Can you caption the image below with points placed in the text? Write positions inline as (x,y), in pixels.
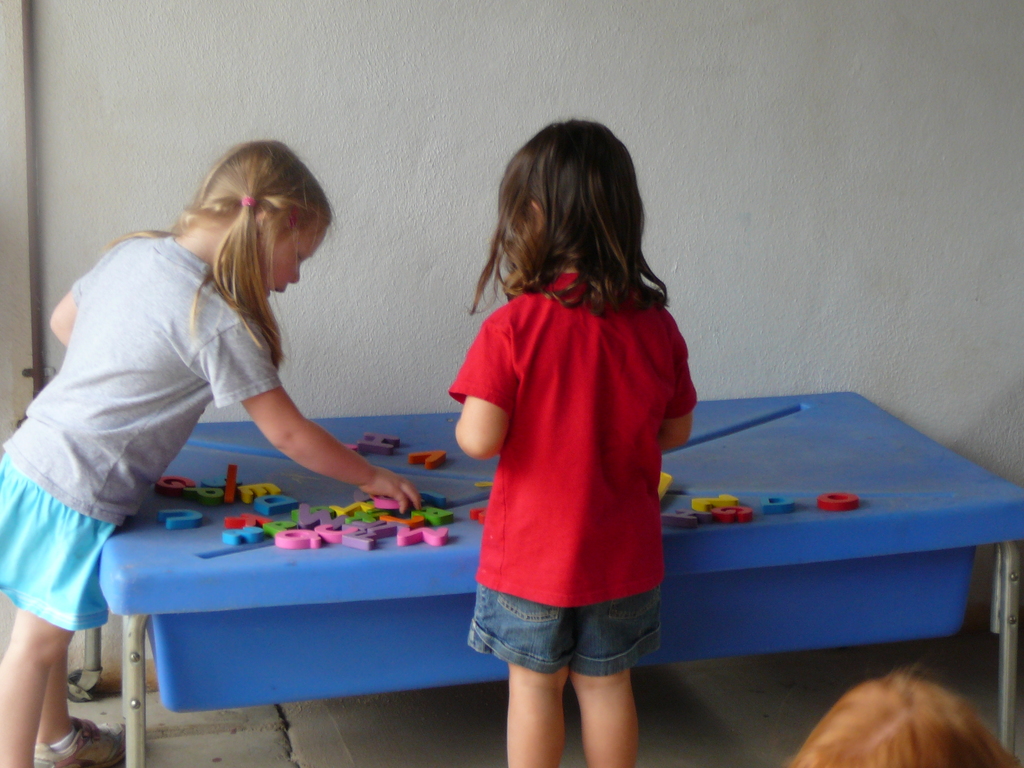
There is a table (287,556). On that there are alphabet blocks (377,498) in different colors. Two girls (154,410) are playing with that. In the background (442,184) there is a wall (656,195).
